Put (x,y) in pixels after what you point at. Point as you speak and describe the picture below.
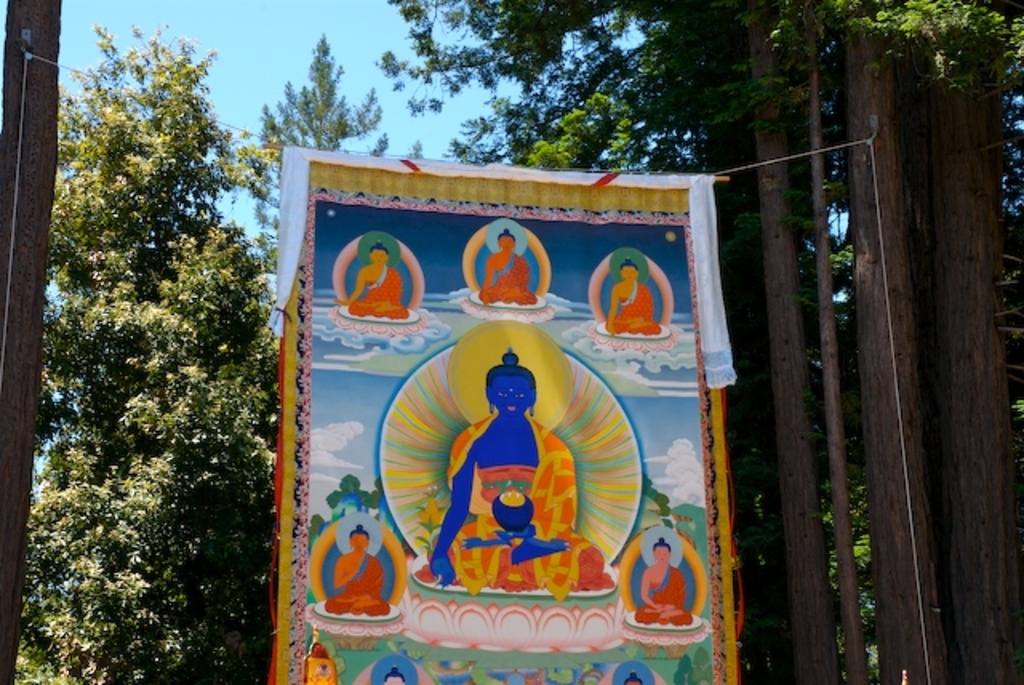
In this picture we can see a banner (554,498) in the front (670,387), in the background (563,161) there are some trees (774,233), we can see the sky (307,28) at the top of the picture (274,19), we can see depictions (560,395) in this banner (502,460).
